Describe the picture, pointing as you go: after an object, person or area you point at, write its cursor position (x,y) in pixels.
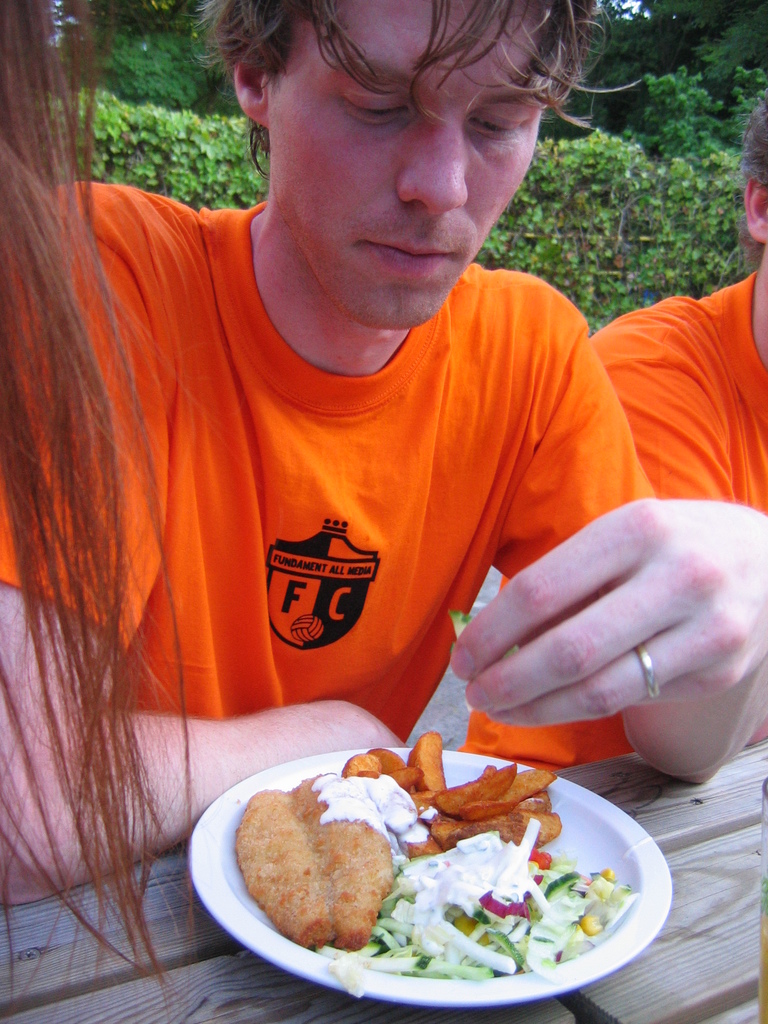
In this image we can see hair (23,190) of a person (35,187) on the left corner (116,686). There is a table (626,995) at the bottom (679,995). There is a person (597,529) and food item (431,914) on the plate (251,944) in the foreground (433,838). There is a person (643,352) with orange shirt (643,352) on the right corner (659,420). There are trees (648,169) in the background (667,154).
